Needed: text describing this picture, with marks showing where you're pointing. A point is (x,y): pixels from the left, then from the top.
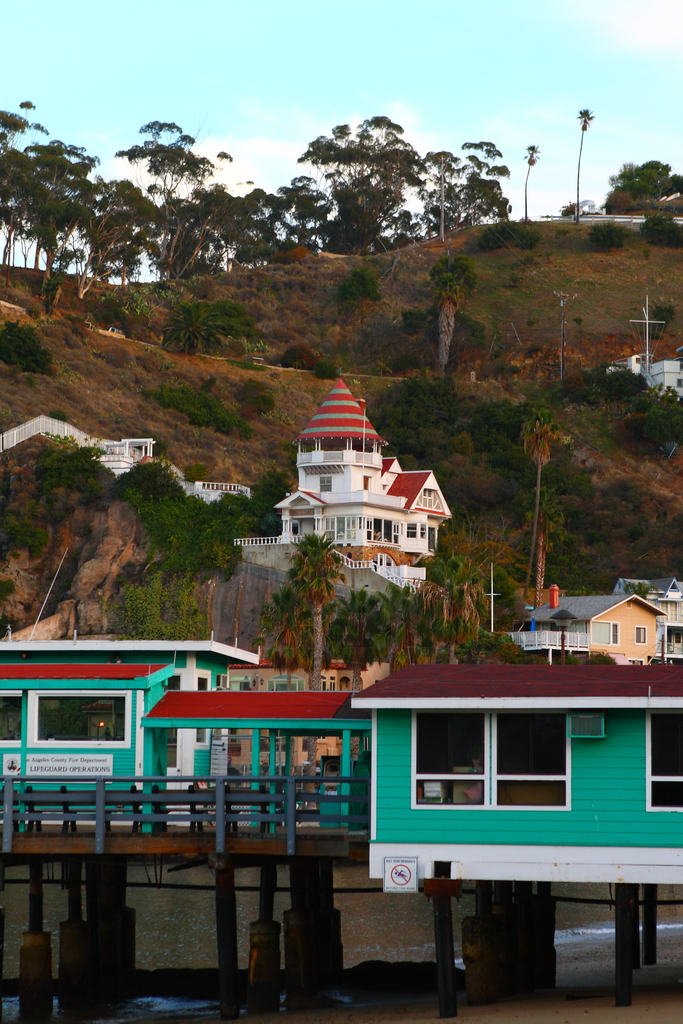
In this picture we can see some houses (296,736), tree (322,561) are on the hill (228,468).
